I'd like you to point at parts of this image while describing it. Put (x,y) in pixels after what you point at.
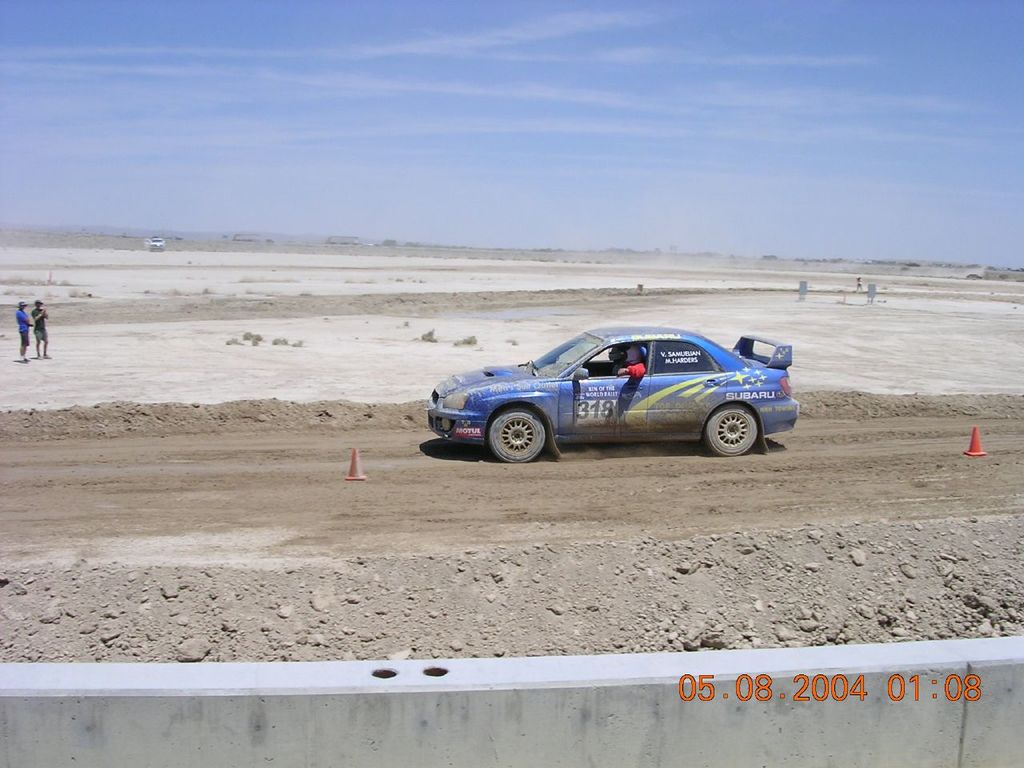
In this image I can see the vehicle (603,393). I can see two people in the vehicle (574,380). To the side of the vehicle (561,416) I can see the traffic cones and the wall (378,705). To the left (41,345) I can see two people (25,351) standing. In the background (551,214) I can see the clouds (540,38) and the sky (398,112).
